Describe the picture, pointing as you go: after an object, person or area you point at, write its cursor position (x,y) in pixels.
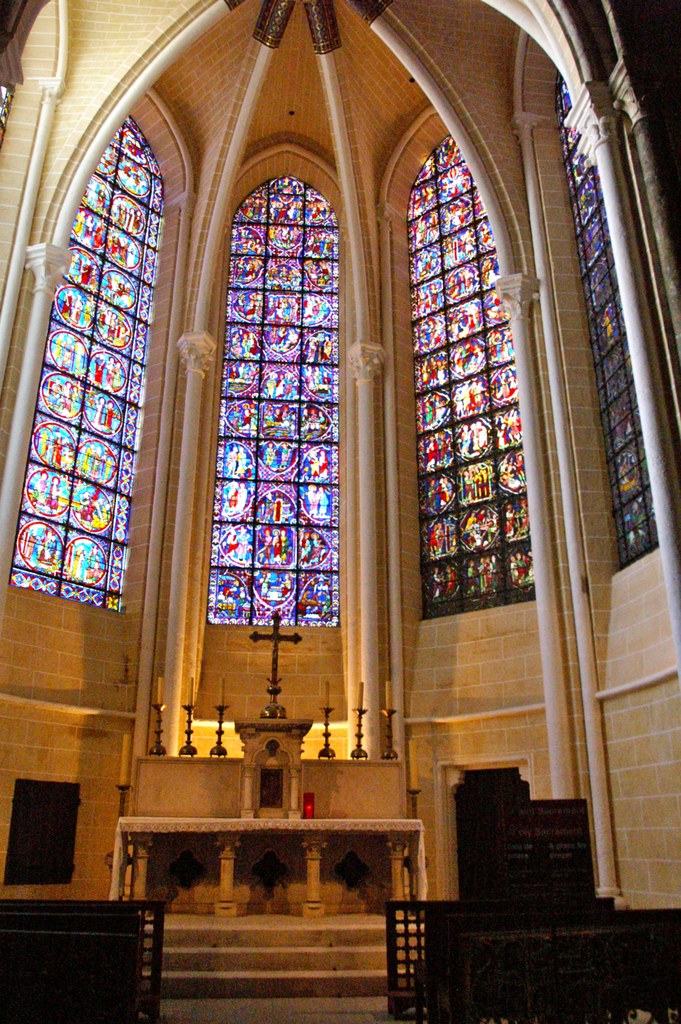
In the foreground of the image (626,968) we can see benches (486,1020). In the middle of the image (277,631) we can see candles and plus symbol (268,636). On the top of the image (131,231) we can see a colored glass window (297,423).
